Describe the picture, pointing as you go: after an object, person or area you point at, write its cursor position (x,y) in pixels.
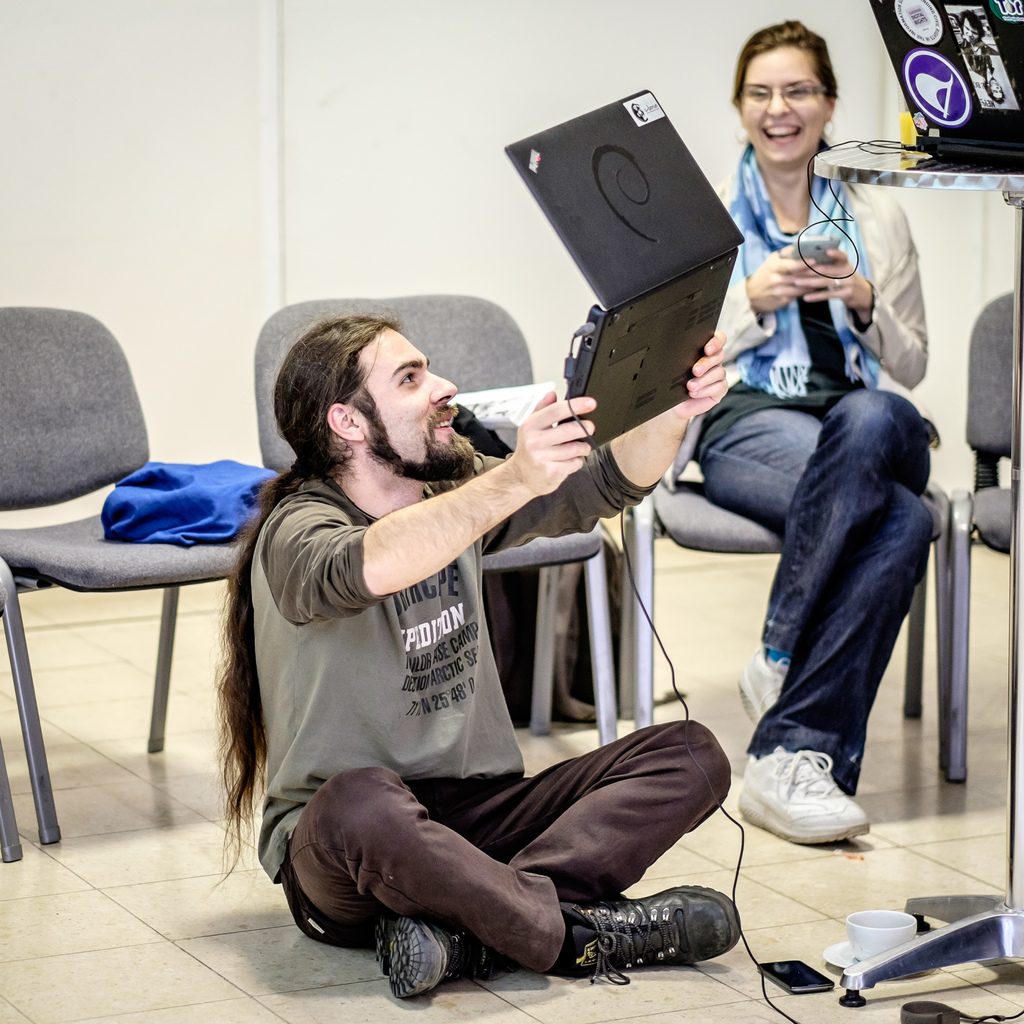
In this picture we can see a person (488,505) sitting on the floor (964,993) and holding a laptop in the hands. There is a phone (797,984), wires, a cup (884,928), saucer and other objects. We can see a laptop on the round table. There are some objects (232,504) visible on the chairs (0,440). We can see a woman (724,449) sitting on a chair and holding a phone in her hands (844,296).
